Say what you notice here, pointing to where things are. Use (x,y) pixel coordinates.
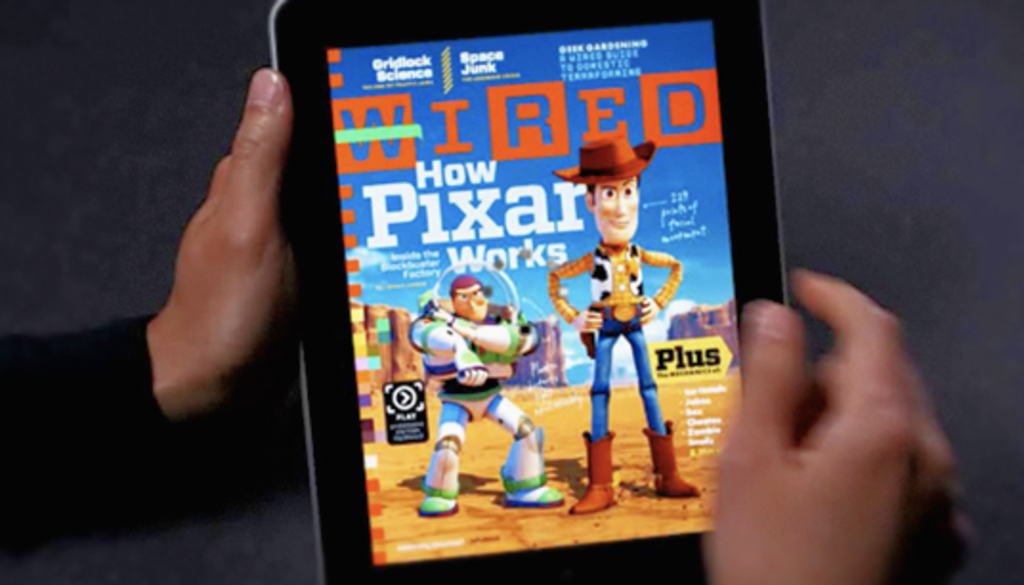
In this picture we can see a person (192,336) is holding a tablet (420,383) and on the screen (478,391) there are some toy images (493,341).
